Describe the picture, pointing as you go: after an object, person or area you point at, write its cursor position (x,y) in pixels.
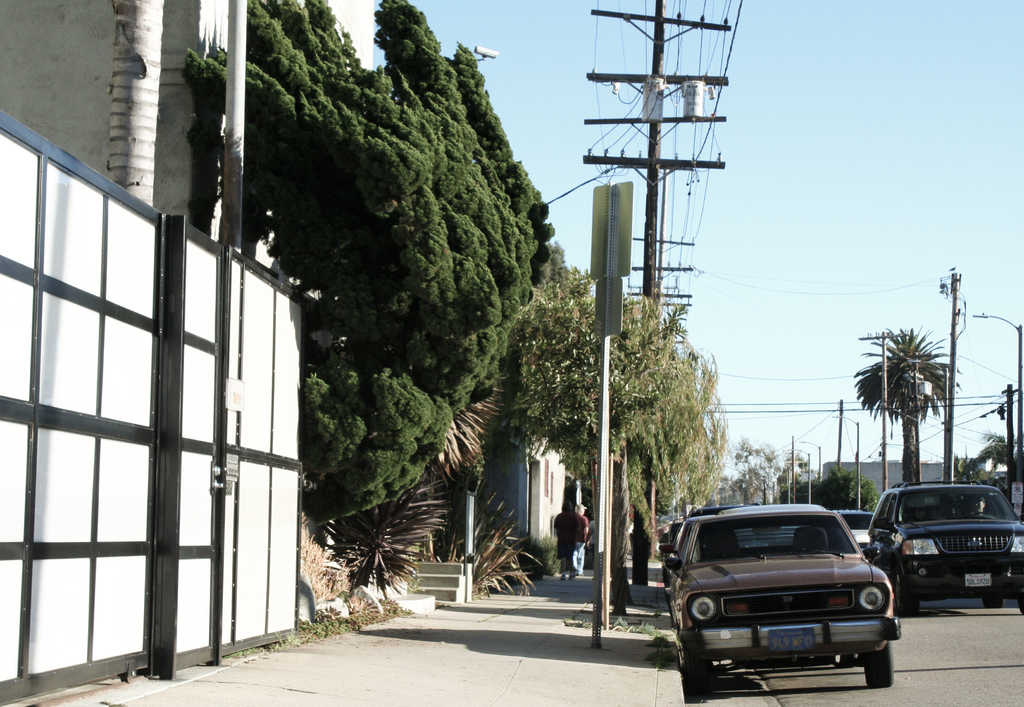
In this picture we can see cars (939,509) on the road (998,670), two people (561,546) on a footpath (561,630), poles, wires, trees (568,414), buildings (558,472), boards (593,218), grass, gate (264,502) and in the background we can see the sky (799,260).
